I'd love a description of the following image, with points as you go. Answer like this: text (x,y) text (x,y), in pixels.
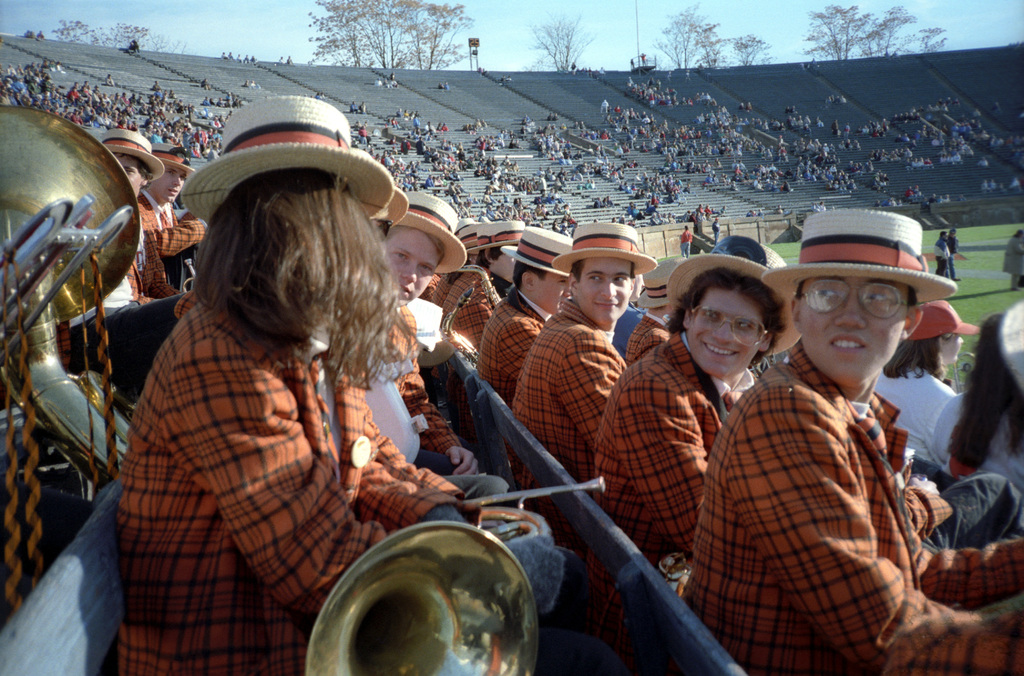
In the center of the image (348,244) there is a person (288,611) sitting holding a musical instrument (456,635) in his hand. There are many people (714,305) sitting on benches (505,421). To the left side of the image (30,155) there is a musical instrument (65,242). In the background of the image (78,91) there are people (725,114) sitting on benches (373,104). There are trees (426,20). To the right side of the image (972,234) there is grass (981,253). There are people (944,270) walking.
